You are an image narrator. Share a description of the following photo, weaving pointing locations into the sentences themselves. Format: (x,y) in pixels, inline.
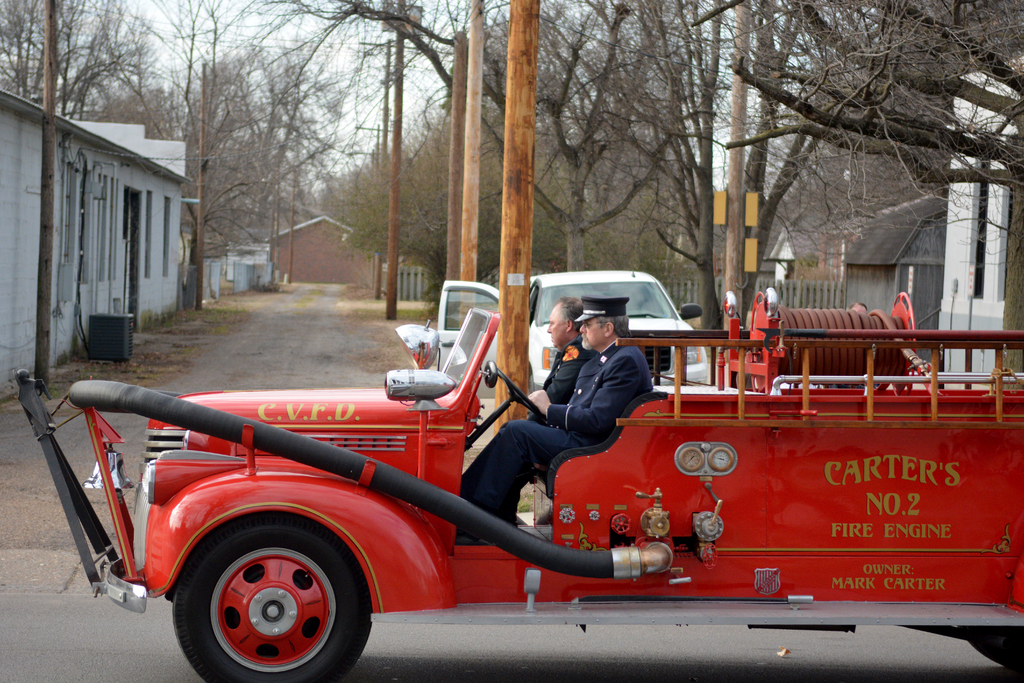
These two persons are sitting in the vehicle (234,518). We can see vehicles (231,582) on the road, shed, trees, sky (343,121), house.
